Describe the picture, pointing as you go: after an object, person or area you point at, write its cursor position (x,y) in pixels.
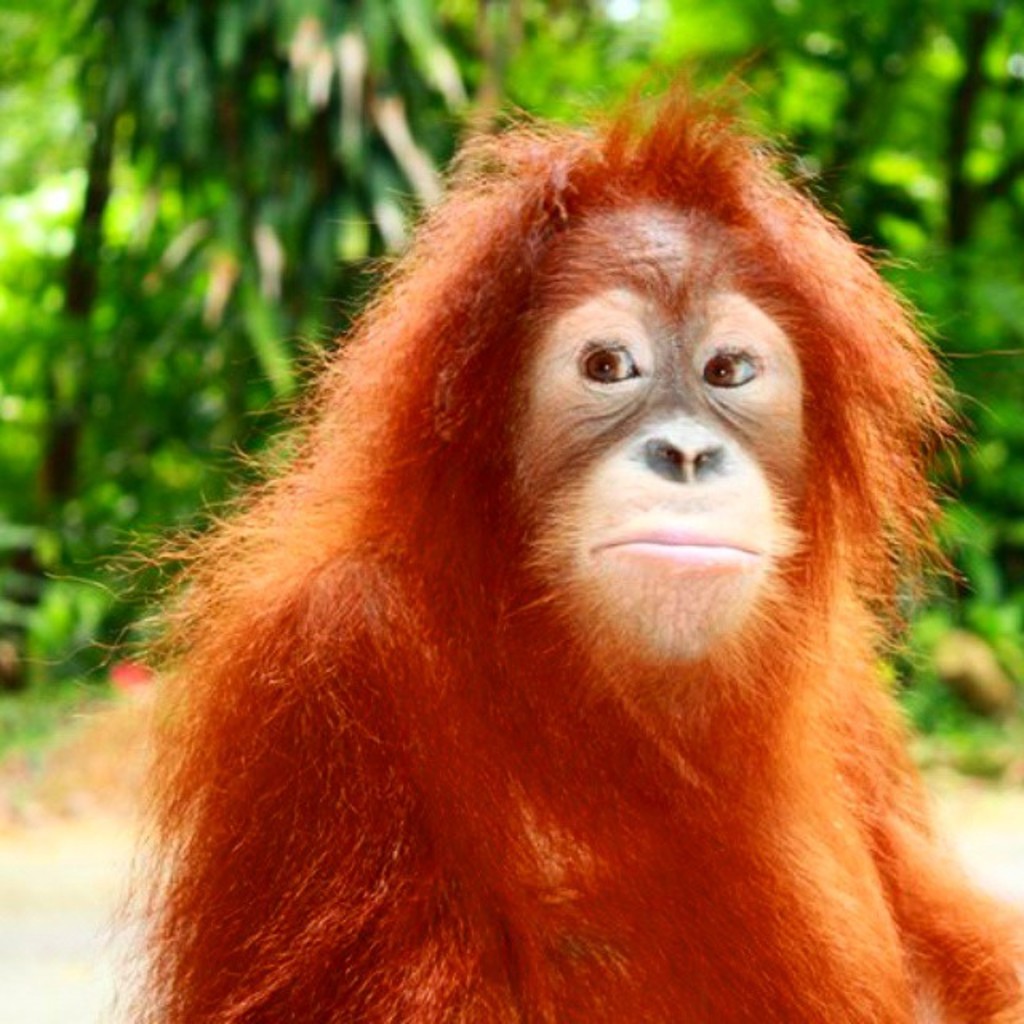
In the image we can see the orangutan (446,570) and trees (880,209) and the background (287,218) is slightly blurred.
